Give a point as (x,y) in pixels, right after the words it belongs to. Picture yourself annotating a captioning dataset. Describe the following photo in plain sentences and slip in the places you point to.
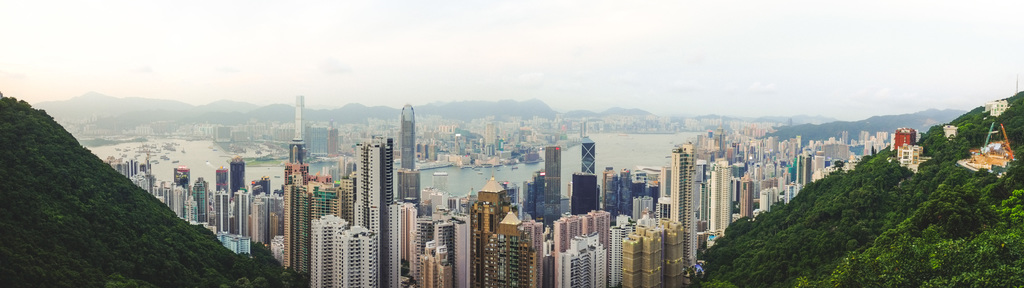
There is an aerial view in the image, where we can see buildings (484,200), greenery (822,204), water (632,161), mountains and sky (604,107).
